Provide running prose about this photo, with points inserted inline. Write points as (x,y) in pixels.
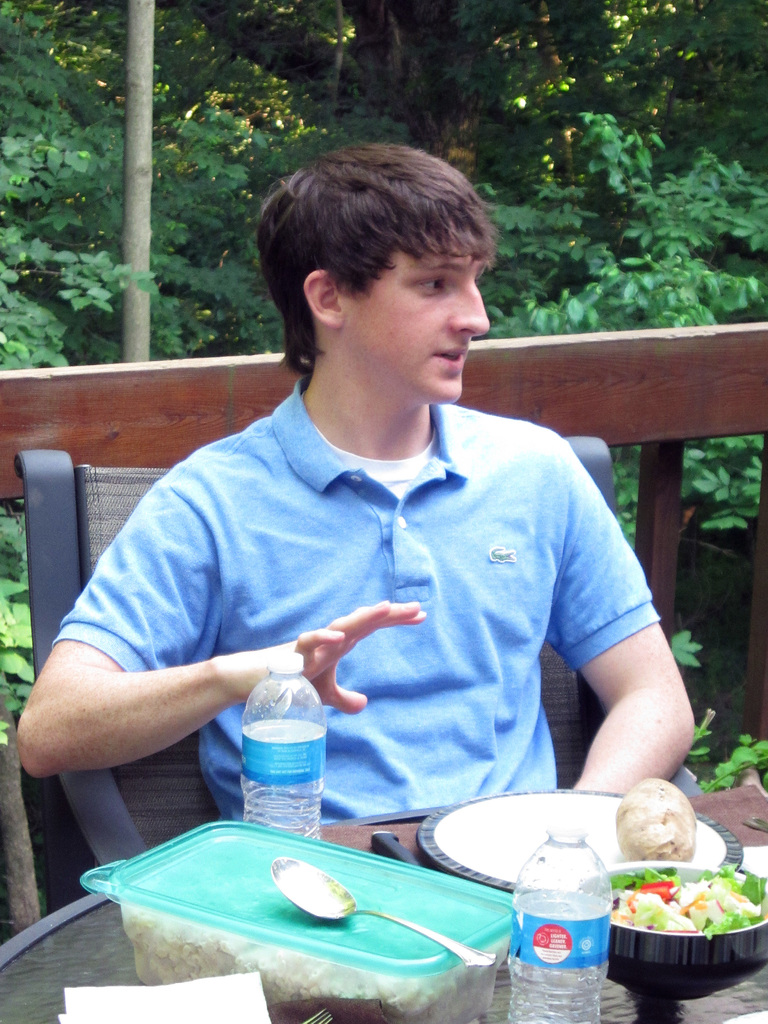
It is an outdoor picture where only one person (373,709) is sitting on the chair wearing blue shirt (465,599) and in front of him there is a table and one plate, food (645,847), bowl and box (303,915) with spoon (347,915) on it and water bottles (587,876) are present on the table (125,955) and behind him there are trees (605,322).
